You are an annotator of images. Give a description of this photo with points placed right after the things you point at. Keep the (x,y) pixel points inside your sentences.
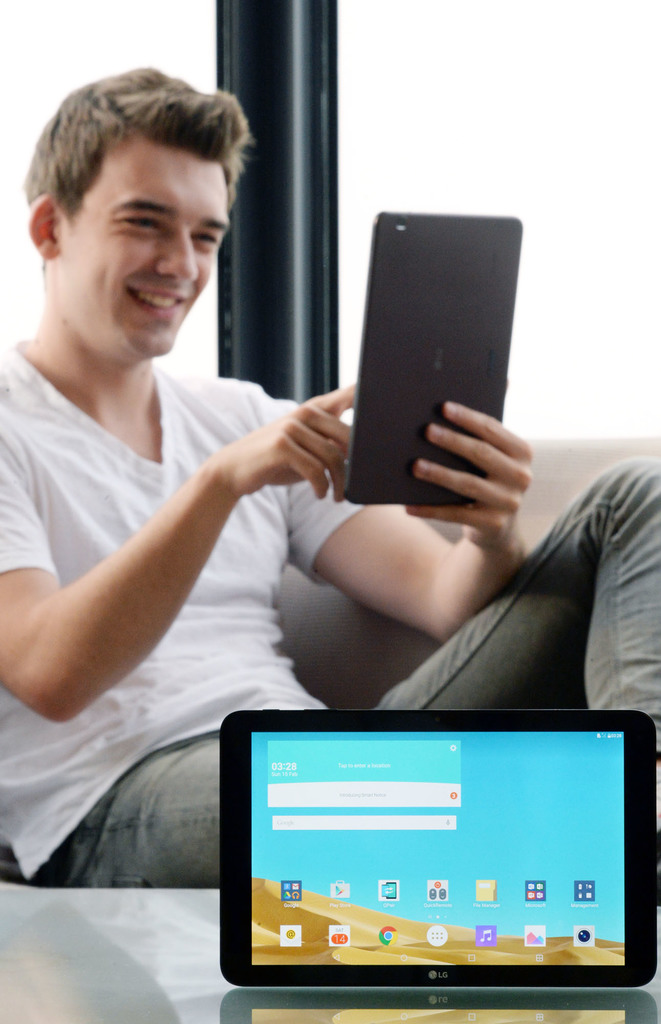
This person (128,611) is sitting on the couch (329,685) and holding a tablet (441,247). On this table (83,975) there is a tablet (414,981). Background (269,316) it is in white color and there is a black pole (295,154). On this tablet screen (420,780) we can see applications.
